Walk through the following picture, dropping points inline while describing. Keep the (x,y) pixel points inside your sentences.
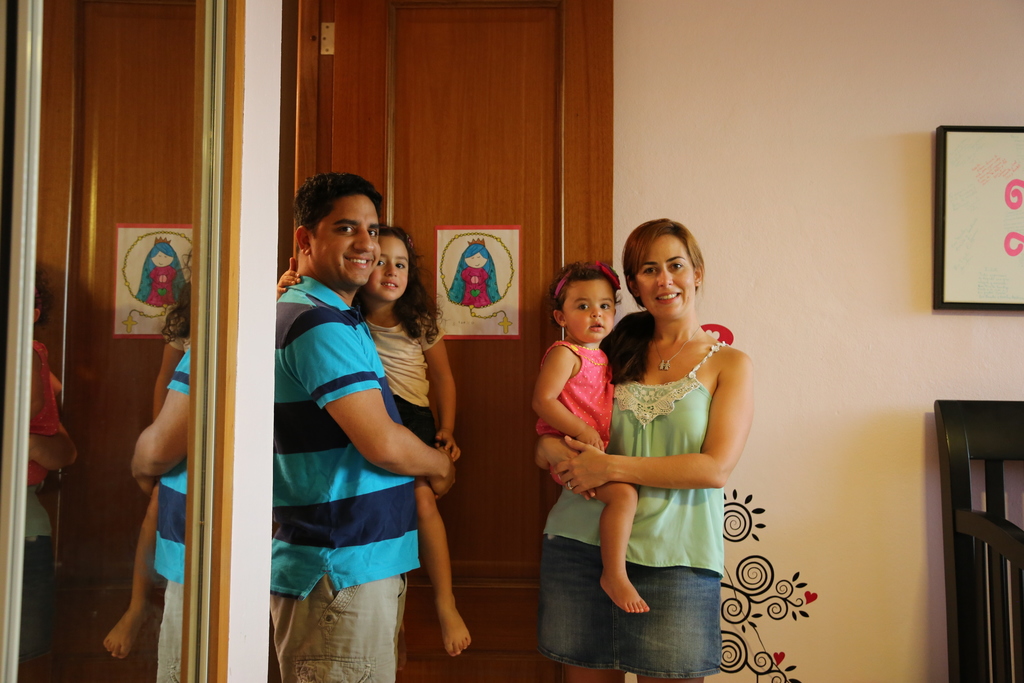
In this image we can see a man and a woman (617,406) standing holding the children (617,499). We can also see a mirror (166,522), a paper (470,265) with picture (483,292) in it which is pasted on a door (547,251), a frame (976,240) on a wall (905,205) and some chairs (975,587).
